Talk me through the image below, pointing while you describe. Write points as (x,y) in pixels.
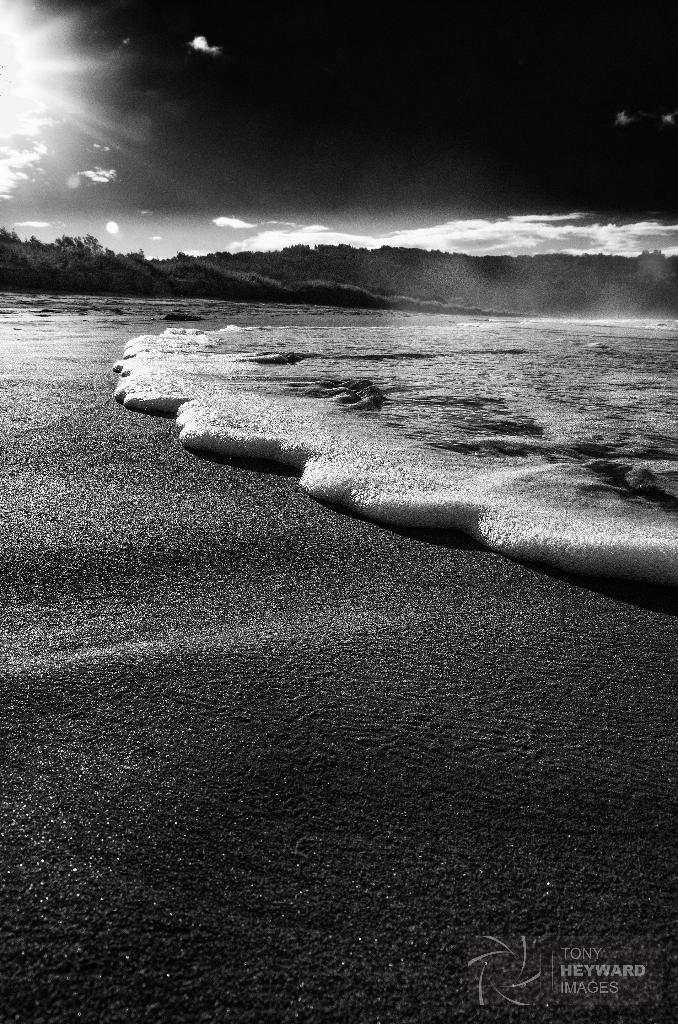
This is a black and white image. In this image we can see sky (138,88) with clouds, trees (317,251) and an ocean (298,419).
